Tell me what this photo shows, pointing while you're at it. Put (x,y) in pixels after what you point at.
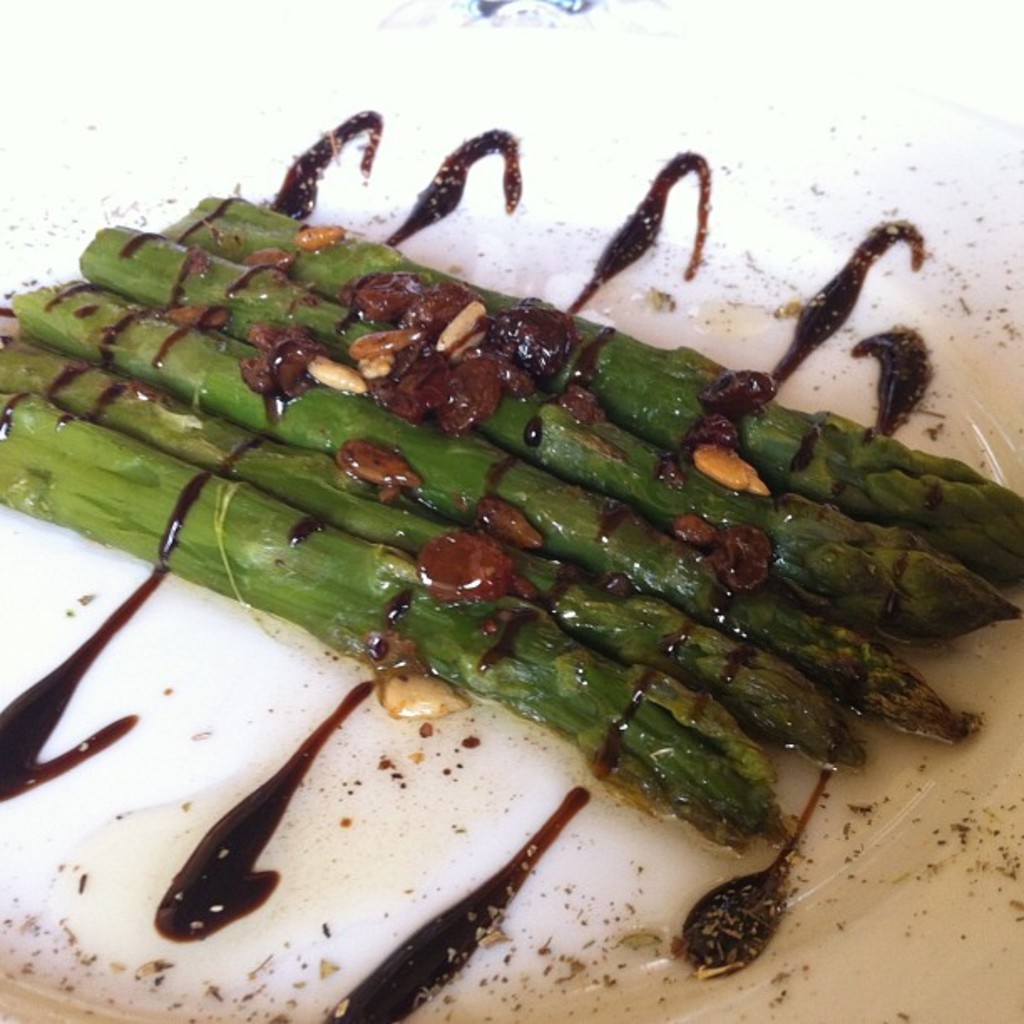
In this image I can see food item (630,589) in a white plate (922,143).
